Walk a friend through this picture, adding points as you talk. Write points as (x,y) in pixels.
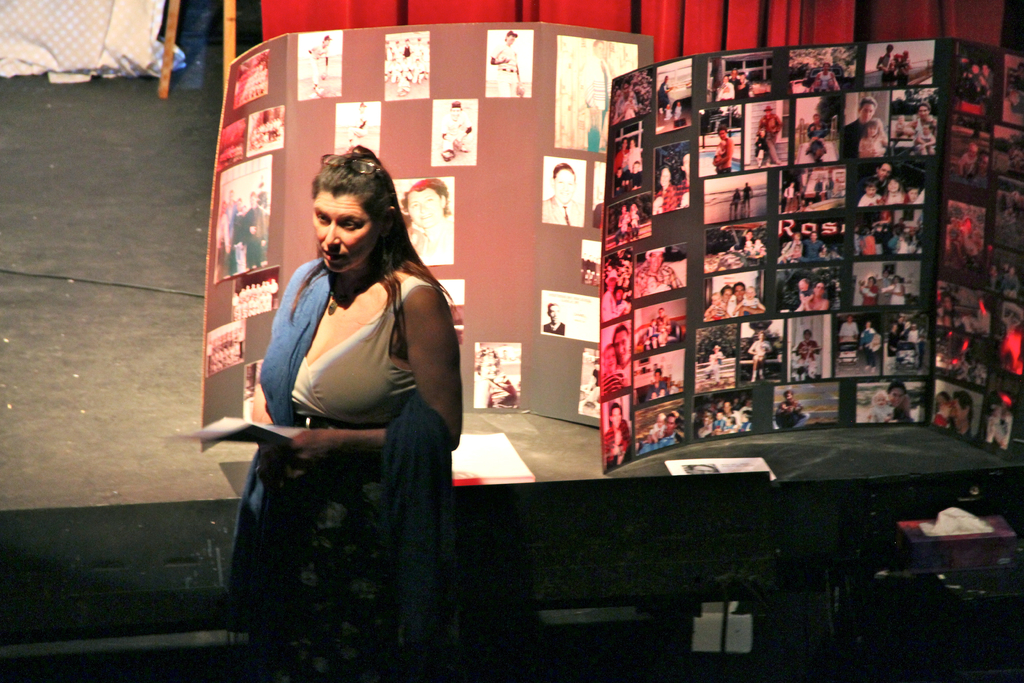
In front of the image there is a lady (405,514) standing and holding papers (286,439) in her hands (290,451). Behind her there are boards (789,116) with photographs (625,158) on it. Behind them there is a curtain (793,23) and also there are wooden sticks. In the top left corner of the image (75,64) there is a white cloth (70,42).
